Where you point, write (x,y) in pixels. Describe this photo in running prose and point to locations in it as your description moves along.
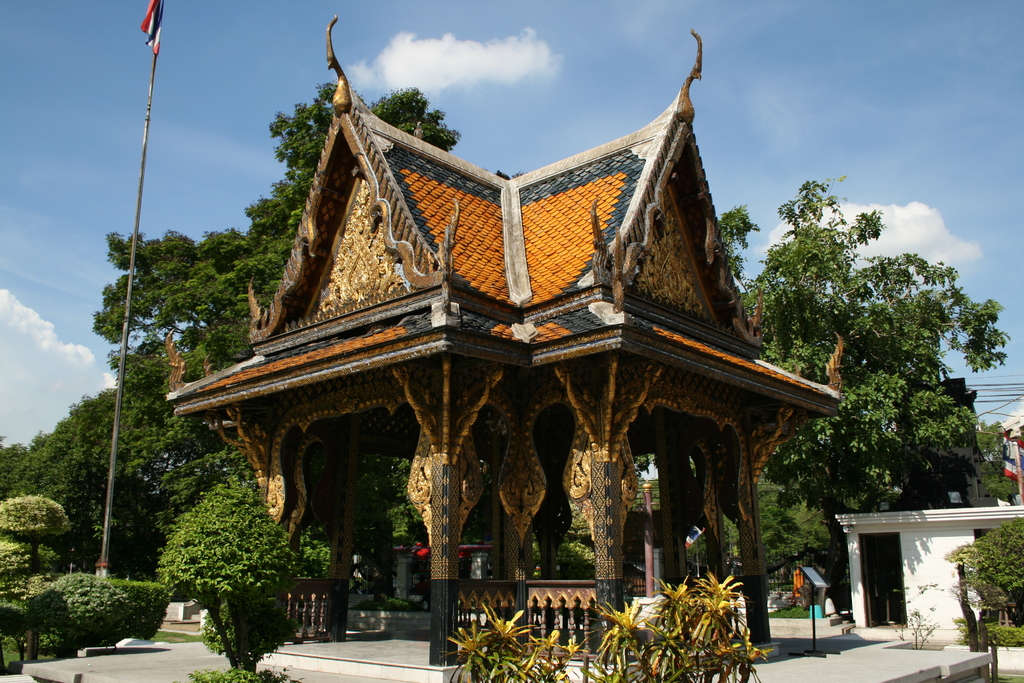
In this image I can see a museum (530,376). In the background (87,354), I can see trees (146,340) and clouds (446,59) in the sky (839,86).
